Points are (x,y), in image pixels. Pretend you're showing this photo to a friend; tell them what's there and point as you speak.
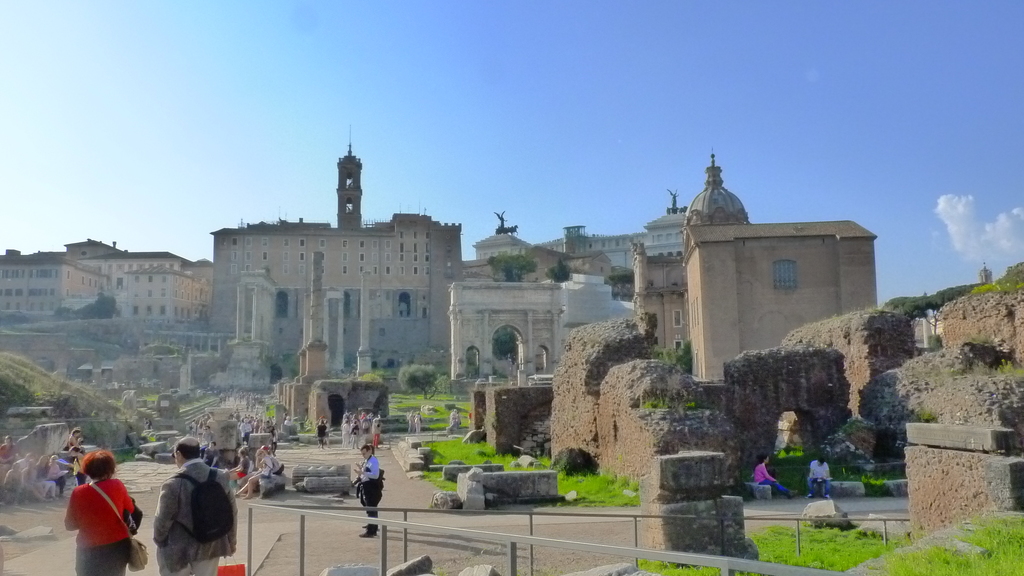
On the left side (181,514), there are two persons (77,511). Beside them, there is a fence (637,550). On the right side (837,550), there is grass (964,557) on the ground (950,559) and there is a fence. In the background (996,245), there are persons (346,420), there are buildings (423,253), towers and there are clouds (964,237) in the blue sky (368,70).
